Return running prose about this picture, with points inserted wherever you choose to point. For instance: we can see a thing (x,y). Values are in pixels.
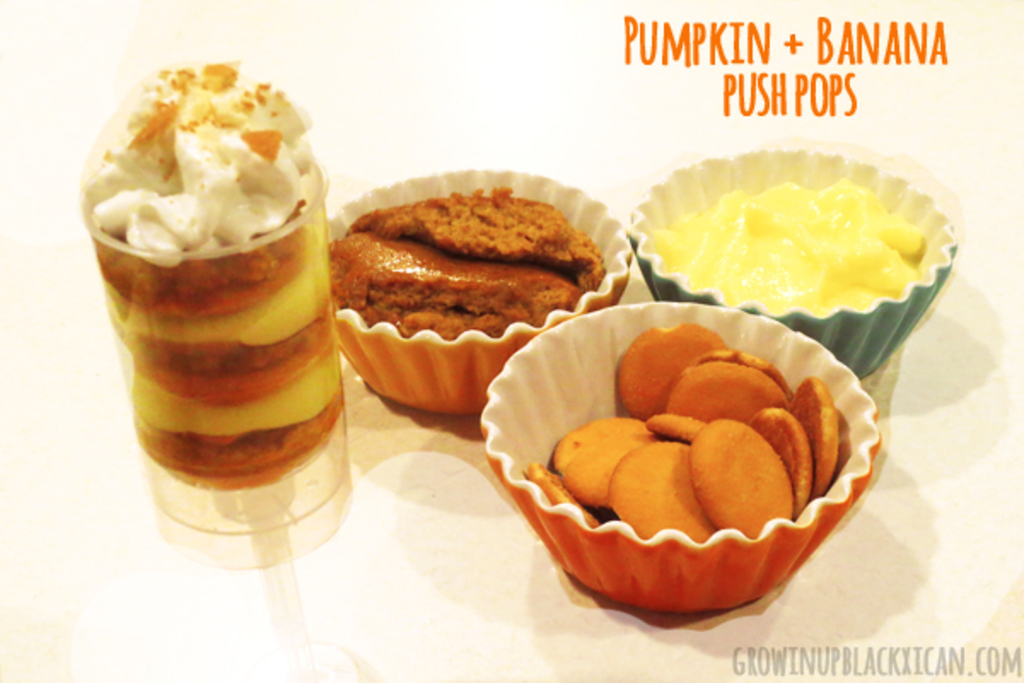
At the bottom of the image (457,523) there is a table (101,510), on the table (694,156) there are some bowls (396,189) and glass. In the bowls (471,178) and glass (274,180) there is food (220,180). In the top right corner of the image (687,24) there are some alphabets (634,32).
